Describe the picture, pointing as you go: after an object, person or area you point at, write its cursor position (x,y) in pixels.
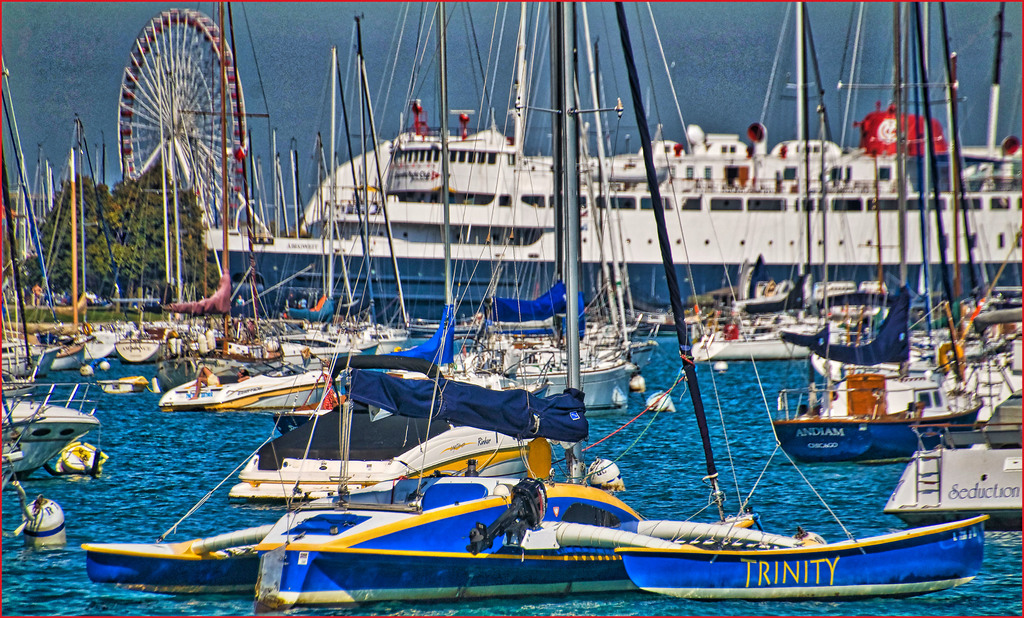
In the picture there are boats (674,266), ship (414,214), trees (160,239), people (38,293) and a ferris wheel (171,76). In the foreground (219,443) there is water (775,464). In the background (546,77) there is sky (667,46).
